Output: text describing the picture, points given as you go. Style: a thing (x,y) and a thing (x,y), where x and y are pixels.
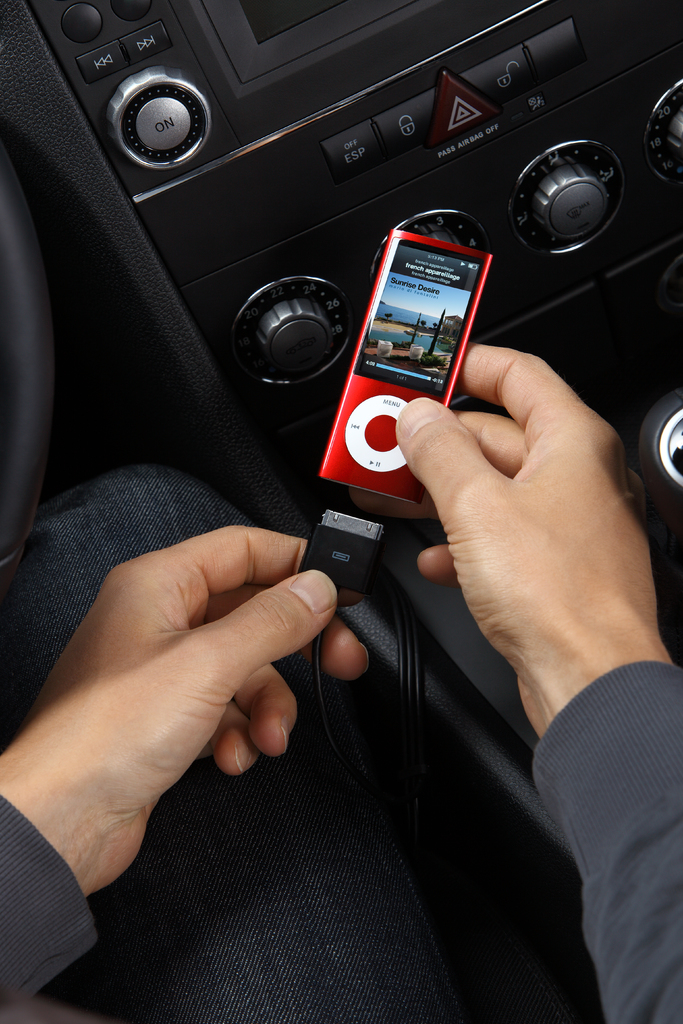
In this image I can see the person (9,767) is holding the ipod (339,454) and I can see the music system (424,54) of the vehicle (414,175).
